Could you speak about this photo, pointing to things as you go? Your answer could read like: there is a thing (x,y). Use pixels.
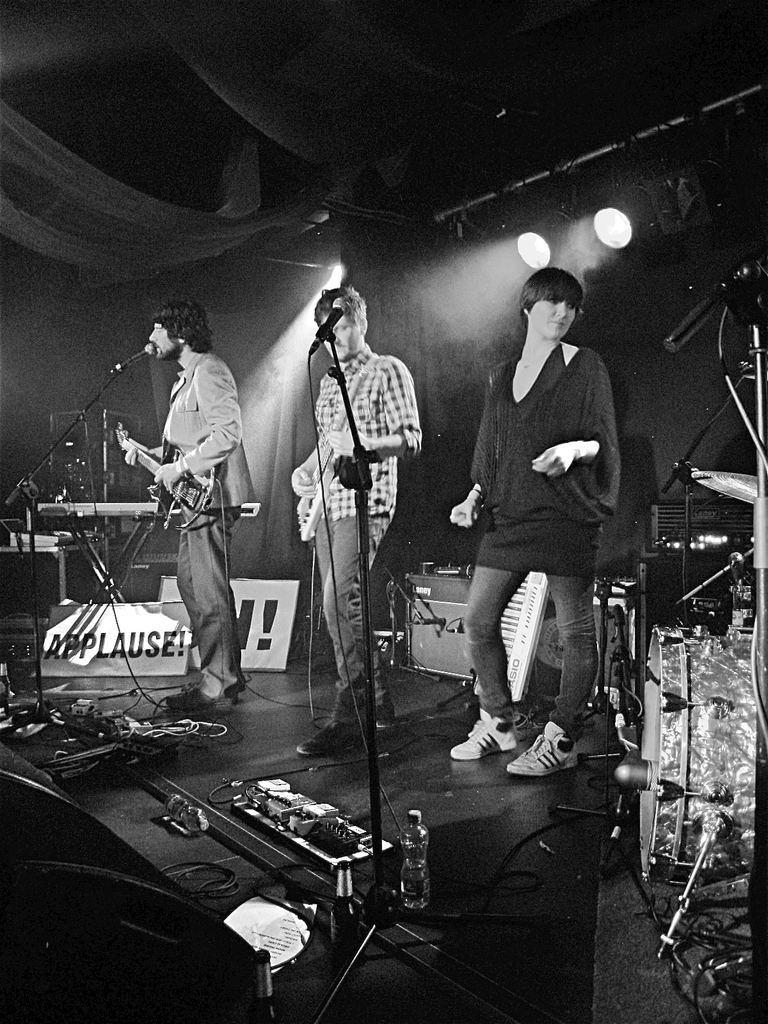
In this picture we can see three people (373,362) standing on the dais (310,869), two holding guitars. There are also micro phones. There are some lights (526,250) attached to the ceiling (662,143).
